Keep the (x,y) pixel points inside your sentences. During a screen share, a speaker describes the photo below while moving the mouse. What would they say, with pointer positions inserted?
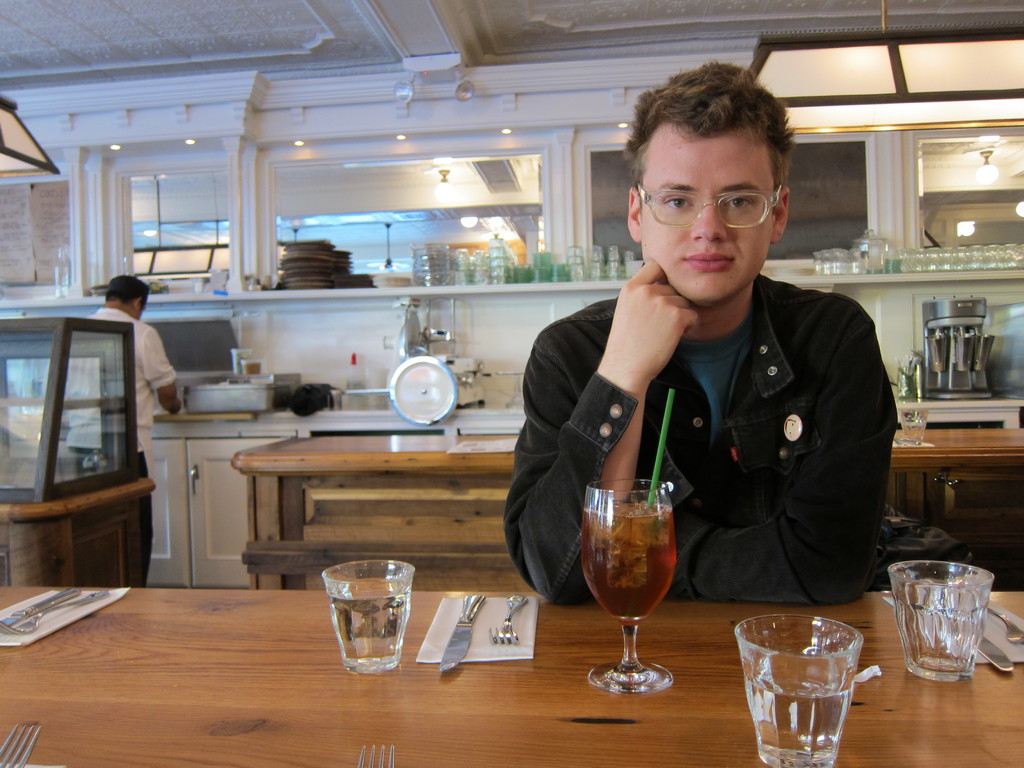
In this image I can see a person (746,515) wearing jacket (760,491) and sitting in front of the table (555,725). On the table (397,680) there are few glasses (667,684), knife (465,654) and fork (503,630) are there. In the background (560,212) I can see a cupboard (232,454), on that few bowls (432,277) are arranged. On the left side of the image (142,351) there is a man (146,425) standing.
